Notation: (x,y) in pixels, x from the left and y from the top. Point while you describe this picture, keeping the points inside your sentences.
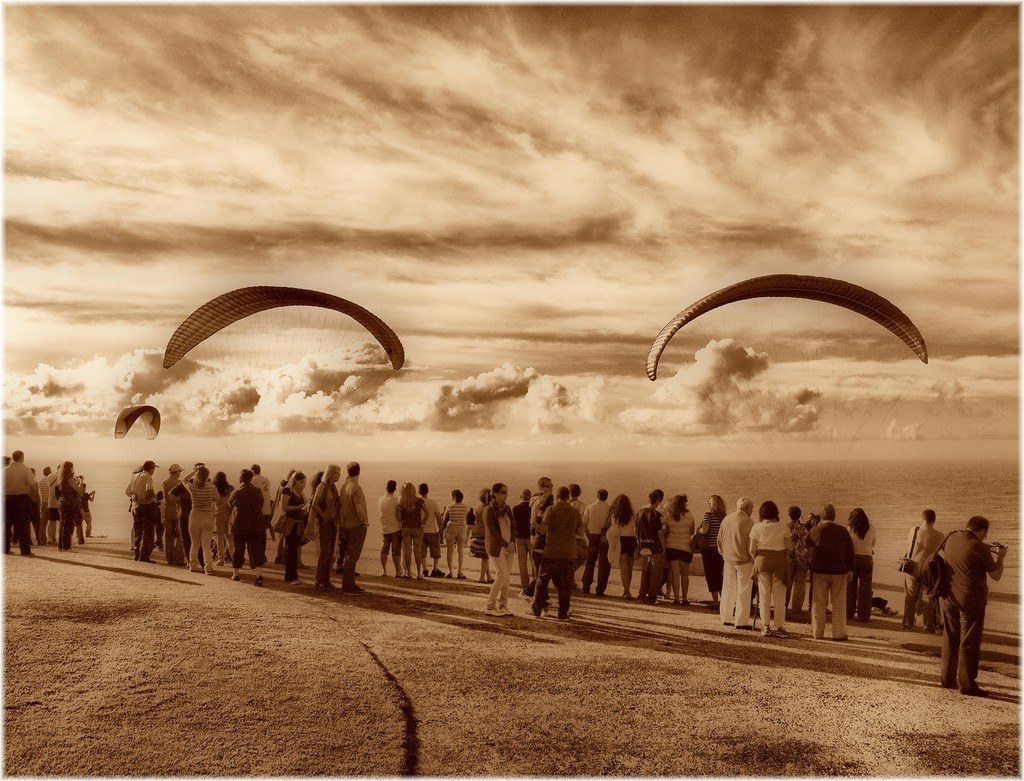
In the image there are many people (385,541) standing in the front (852,519), this is a black and white picture, there are parachutes (190,340) in the sky (711,360) and above the sky (254,18) is filled with clouds (117,72).
